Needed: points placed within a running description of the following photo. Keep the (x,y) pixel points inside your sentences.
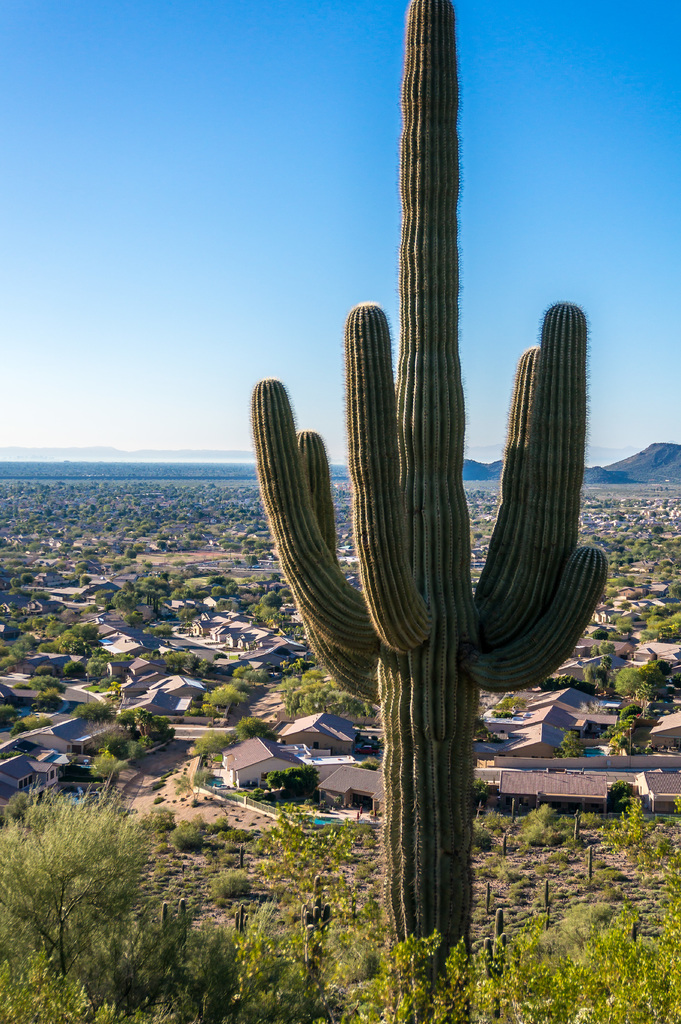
In this image in the foreground (445,385) there is one plant (454,470), and at the bottom (360,938) there is some grass (566,908) and some plants (186,889). In the background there are some houses (612,529), trees (125,488) and mountains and at the top of the image (252,170) there is sky (256,143).
